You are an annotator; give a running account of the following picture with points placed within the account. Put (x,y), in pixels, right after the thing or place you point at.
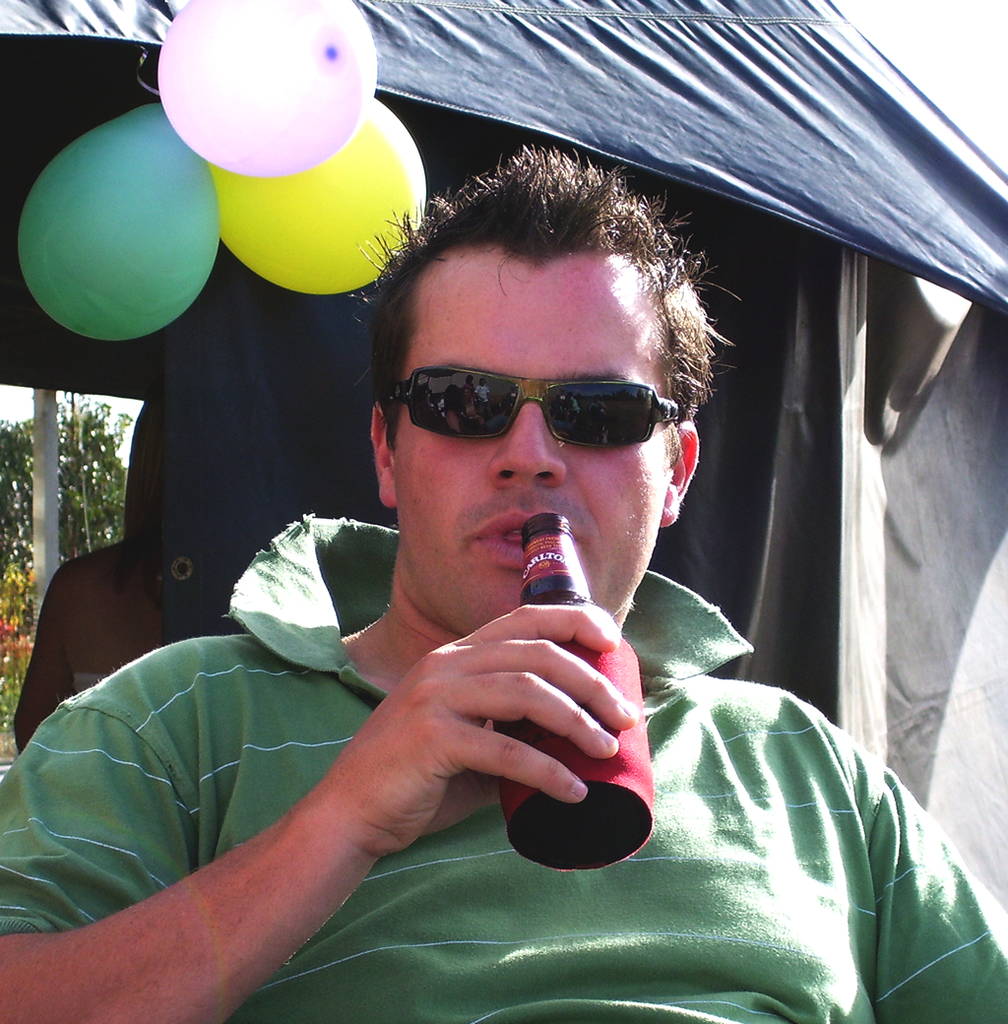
In the middle of the image (612,486) a man (503,181) is sitting and holding a bottle (557,517). Behind him there is a tent (70,88), on the tent (70,88) there are some balloons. Behind the tent (407,39) a person (134,551) is standing. Behind her there is a pole (43,419) and trees (118,458).
